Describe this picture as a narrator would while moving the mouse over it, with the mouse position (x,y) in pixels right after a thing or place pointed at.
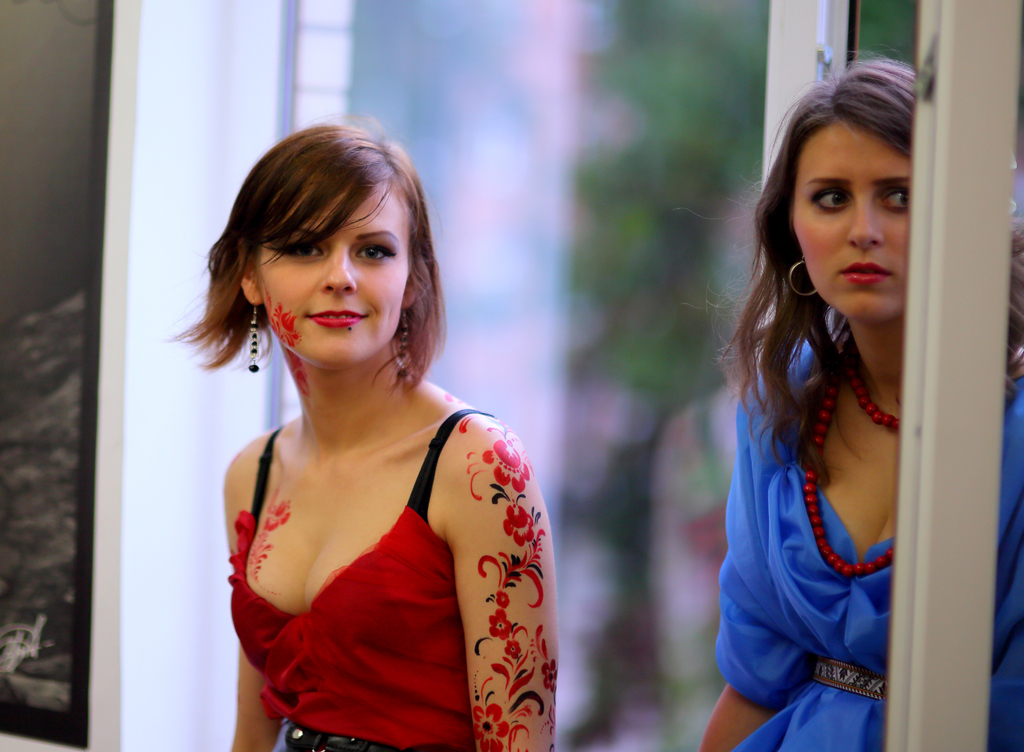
In this image I can see two people (500,427) standing and wearing red, black and blue color dresses (794,592). Background (706,179) is blurred.
